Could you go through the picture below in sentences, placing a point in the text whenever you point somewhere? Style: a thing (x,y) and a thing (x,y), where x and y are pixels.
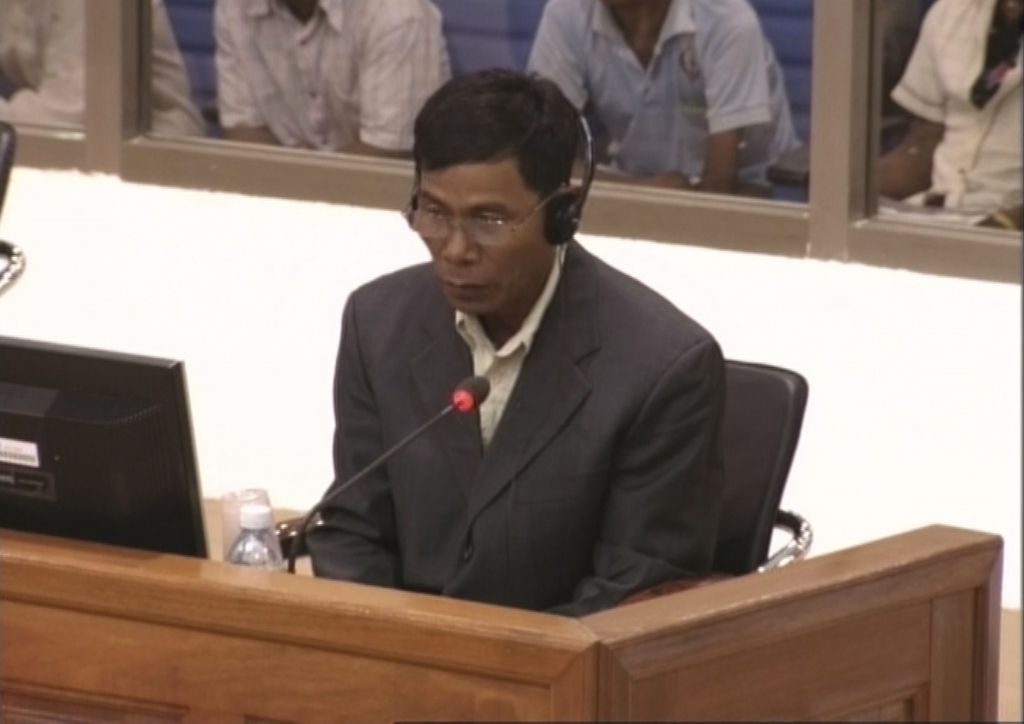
In this image man (497,335) sitting on the chair (737,439) wearing a headphone (569,197) in front of the mic (435,420). In the left (99,427) there is a monitor (111,468), bottle (248,542) on the desk (316,589) of this man (479,550). In the background (306,40) there are four person (640,84) sitting and a wall (209,294).
